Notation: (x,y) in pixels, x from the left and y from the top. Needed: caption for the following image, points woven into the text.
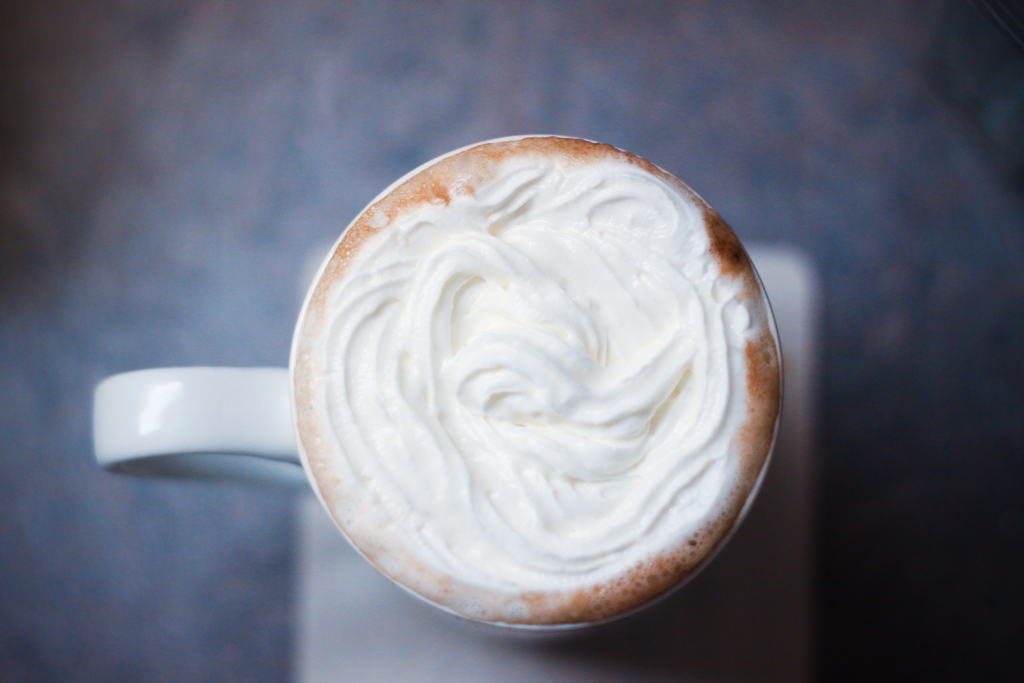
This image consists of a coffee cup (364,471). In which, we can see the coffee (753,373) along with coffee art (517,428). The background (63,653) is in blue color. And it is blurred.
